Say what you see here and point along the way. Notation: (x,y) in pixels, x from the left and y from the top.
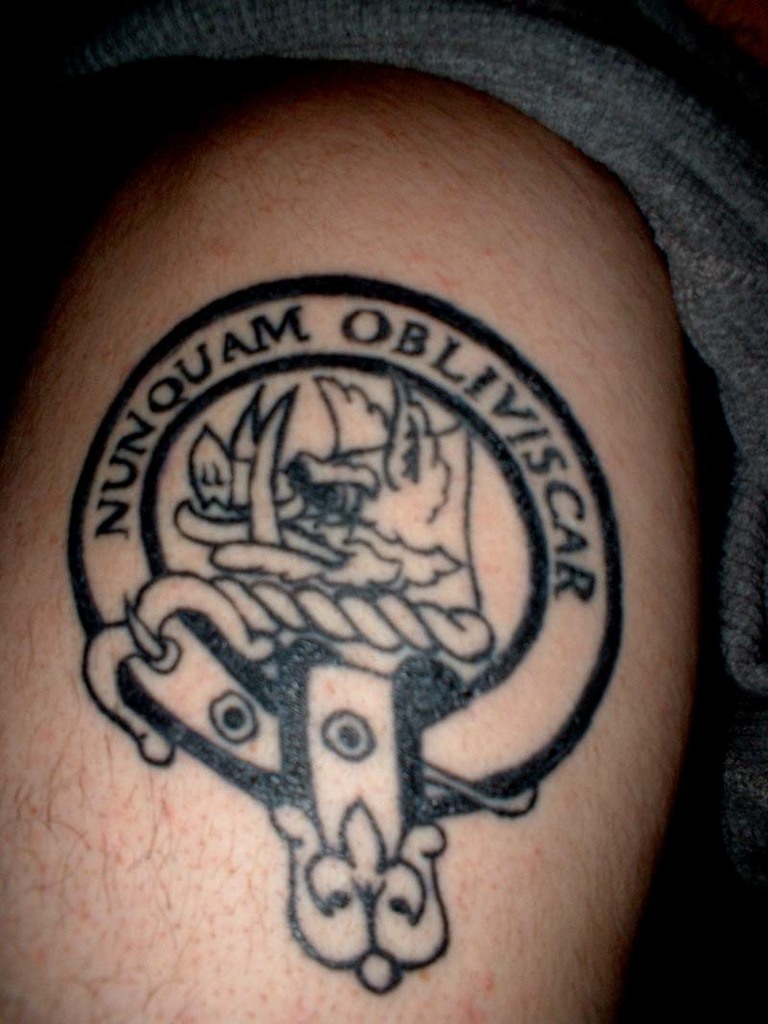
In the image we can see the human body (468,275) and we can see the tattoo (269,448) on the body (229,401). Here we can see the cloth (502,97) and the background (59,41) is dark.
